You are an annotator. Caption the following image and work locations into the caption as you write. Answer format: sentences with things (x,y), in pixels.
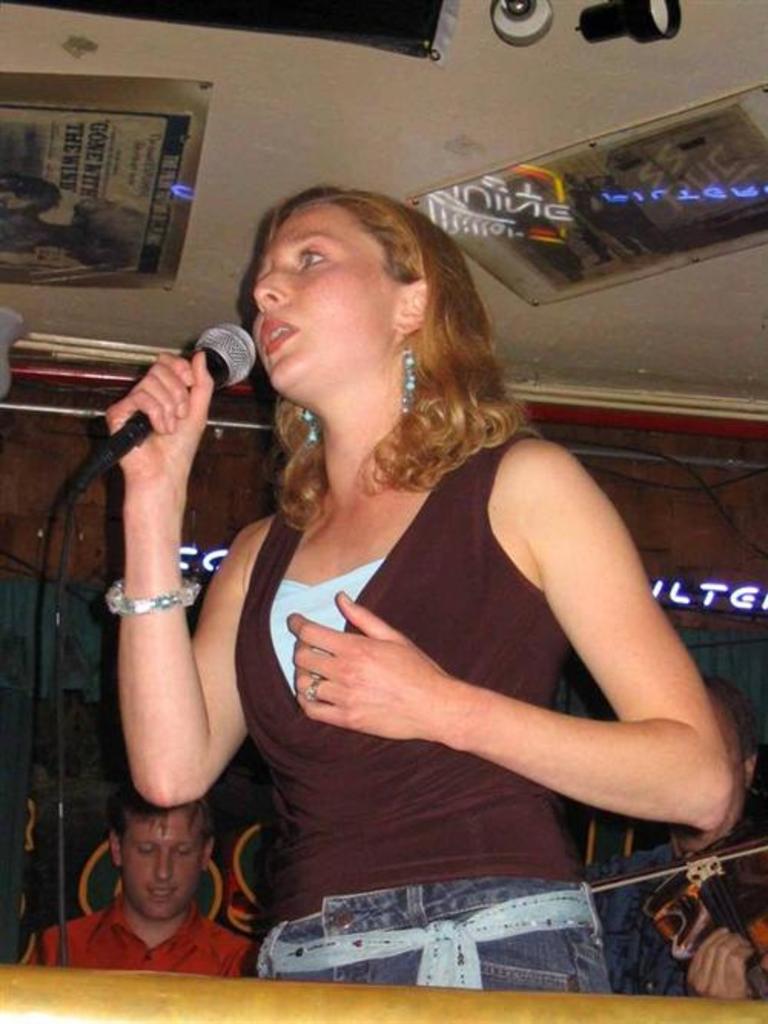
This picture shows a woman (305,240) speaking with the help of a microphone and we see a man (191,871) seated.
